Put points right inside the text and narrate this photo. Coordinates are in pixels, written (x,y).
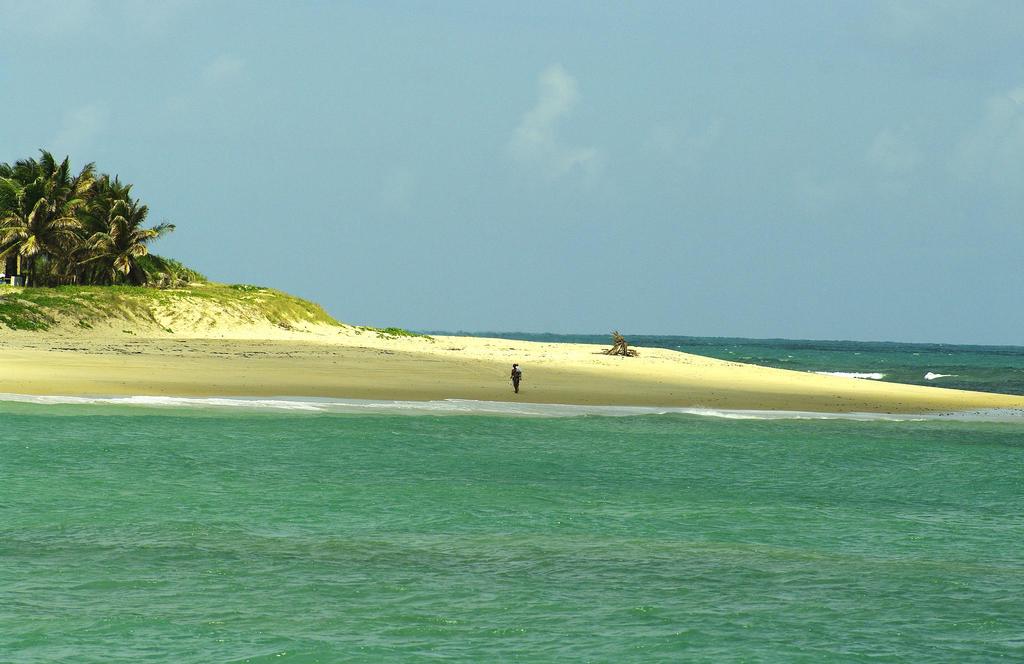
In this image we can see water (194,577), sand (300,331), grass (25,316), trees (11,179), and a person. In the background (626,142) there is sky (735,322).
